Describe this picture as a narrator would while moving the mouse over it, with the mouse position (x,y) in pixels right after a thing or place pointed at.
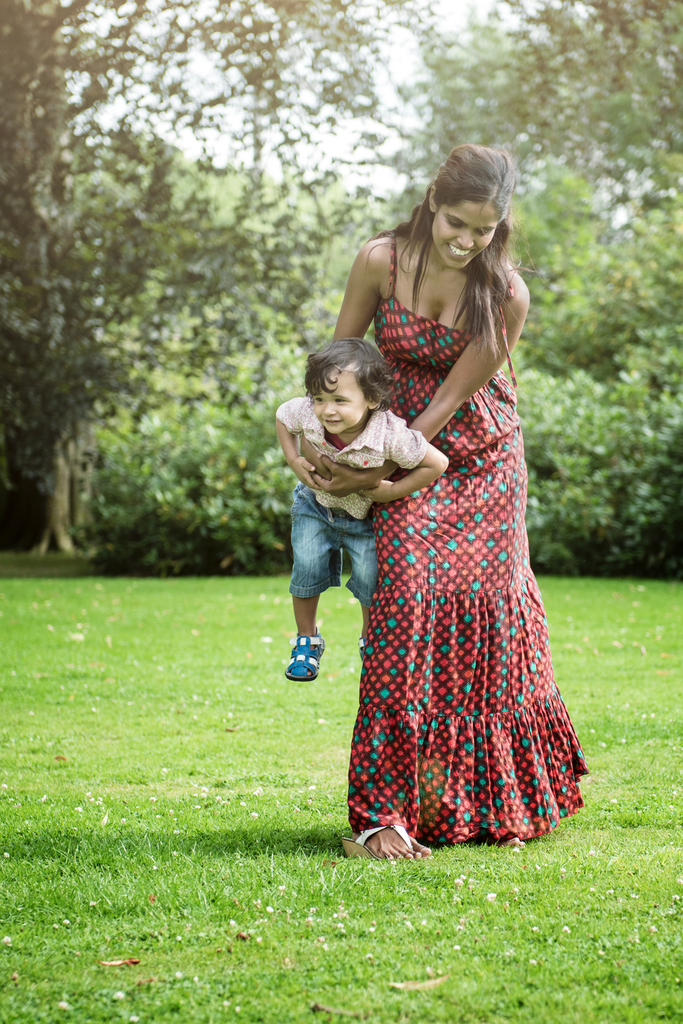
In this picture I can see there is a woman (365,481) wearing a dress (480,729) and she is holding a boy (307,428). In the backdrop (301,109) there are trees (194,115) here.
